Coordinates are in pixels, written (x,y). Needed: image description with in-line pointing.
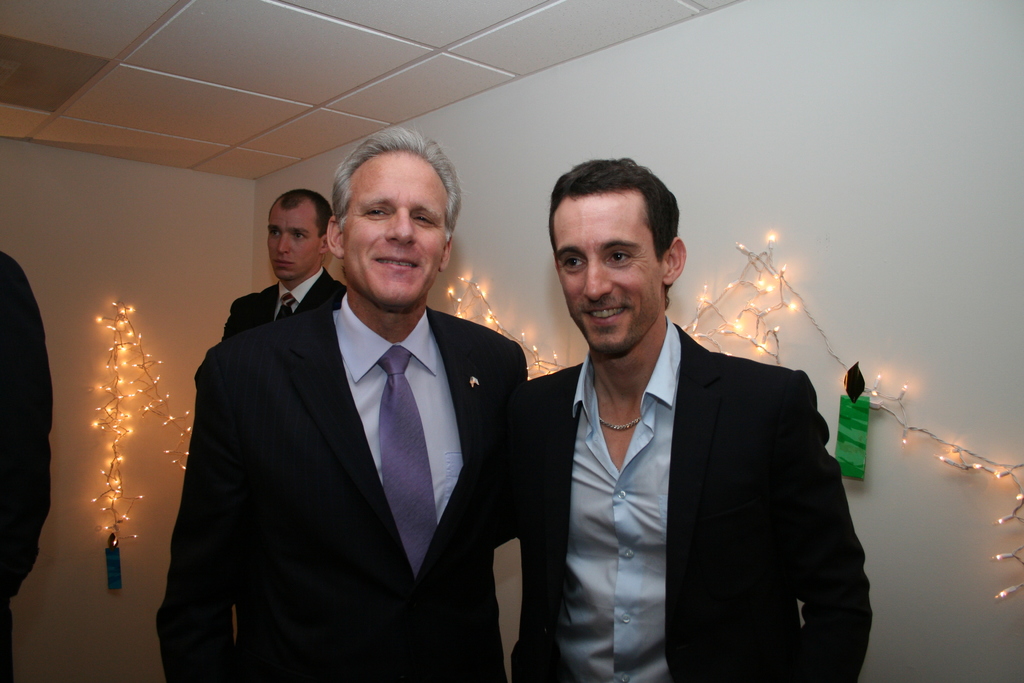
In the image there are two men (476,436) standing and they are smiling. Behind them there is a man (267,289) standing. On the left corner of the image (28,399) there is a person (11,479). In the background (726,88) there are walls (872,348) with decorative lights (1005,474). At the top of the image (324,62) there is a ceiling (288,50).
